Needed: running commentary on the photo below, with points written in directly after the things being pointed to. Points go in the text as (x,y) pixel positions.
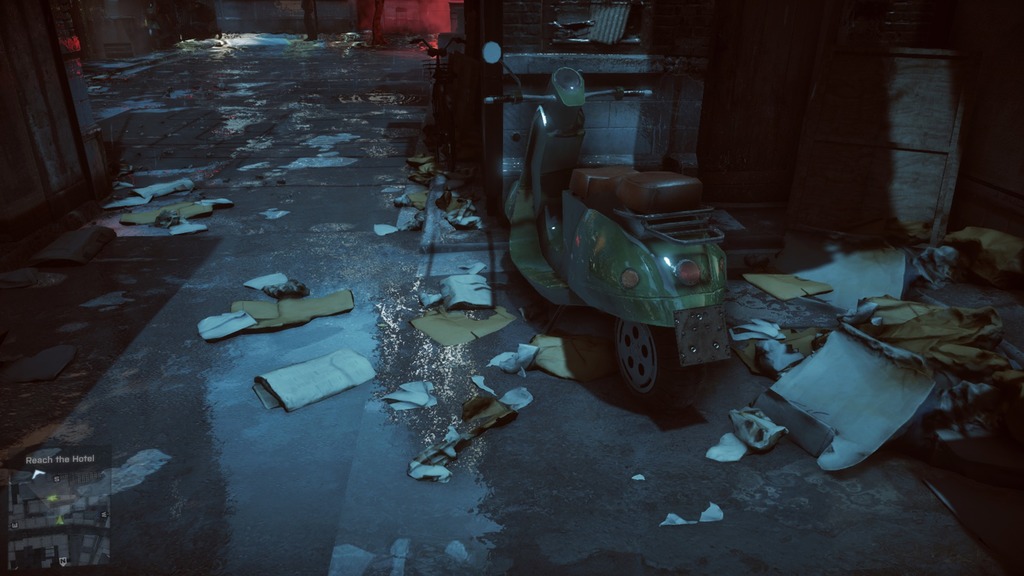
In this image I can see a vehicle (561,150) in green color. I can also see few papers (204,204) on the road (577,471).
